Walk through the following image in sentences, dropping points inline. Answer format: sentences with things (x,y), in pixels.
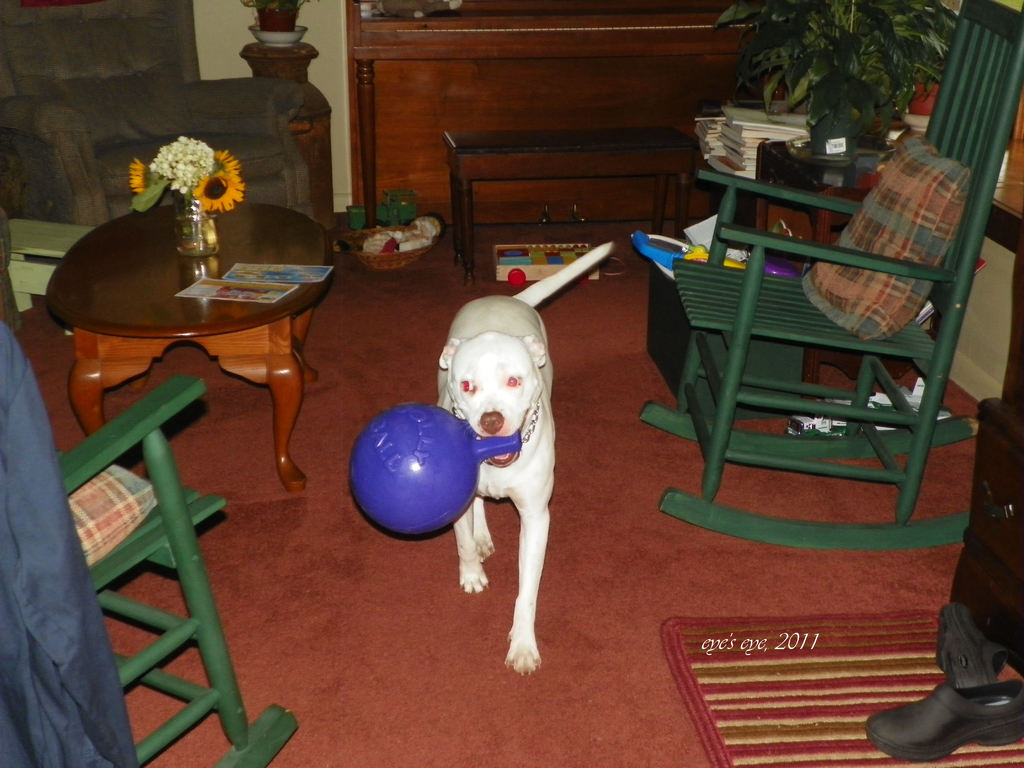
In this image in the center (474,368) there is one dog (503,324) and that dog (488,432) is holding a ball (437,459) in his mouth (495,464) on the right side (792,308) and left side (116,565) there are two chairs (73,463). On the chairs (896,267) there are two pillows (887,245) and on the background (112,87) there is one sofa (162,91), beside that sofa (245,178) there is one table (173,244). On that table (110,352) there is one flower pot (201,240) and some papers (238,282) are there on the table (252,223) on the top of the right corner (729,130) there is one plant (816,85) and some books (742,129) are there beside that plant (758,63) there is one table (635,142) and on the floor (757,690) there is one carpet (838,708) and shoe (938,720) and basket (391,266) is there.
